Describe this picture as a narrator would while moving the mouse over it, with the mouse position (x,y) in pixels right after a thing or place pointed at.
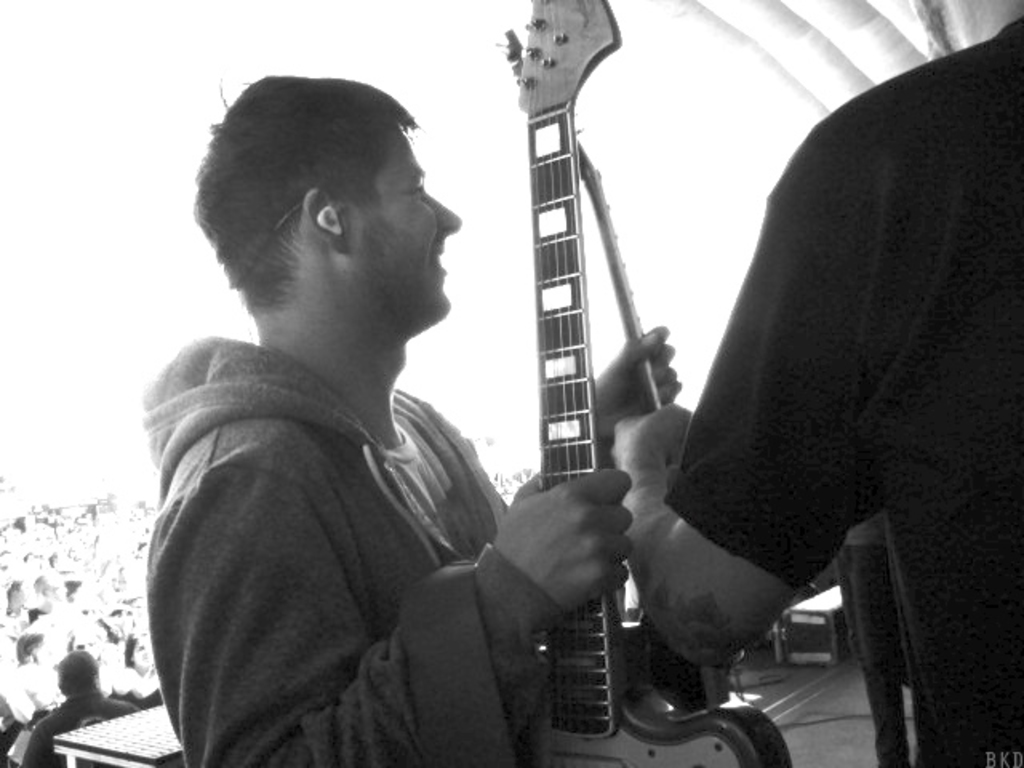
In this picture a guy (416,203) is catching a guitar (563,280) with one of his hands (583,481) and both of the guys (588,500) are catching an another guitar (641,326). In the background (40,581) we observe many spectators (104,621) sitting. The picture is clicked in a concert.
